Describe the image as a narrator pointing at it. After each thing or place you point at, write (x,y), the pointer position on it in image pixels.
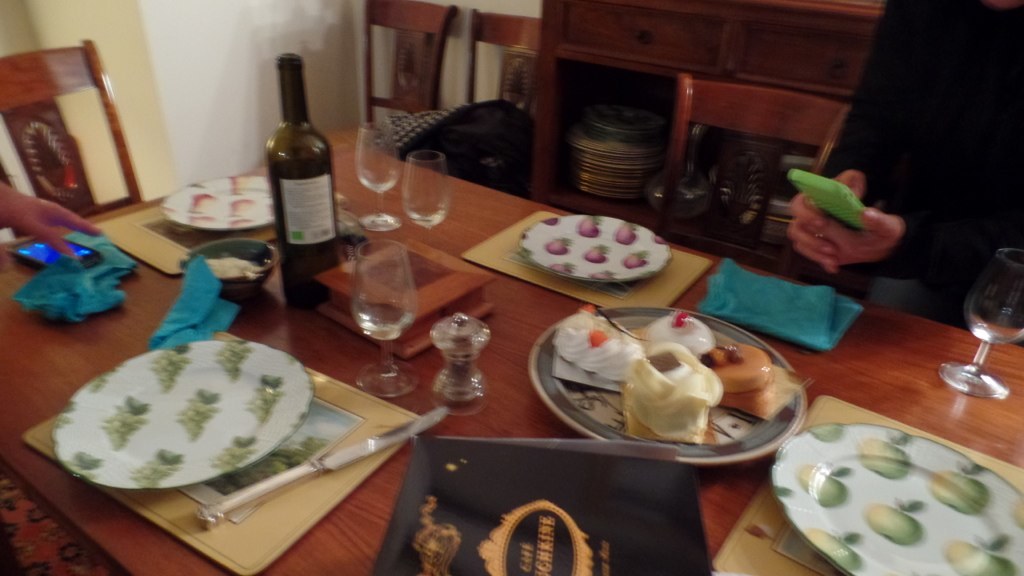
On the dining table (298,335) we can see a wine bottle (293,238), glasses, plates (218,453) on the mats (247,475), bag (398,552), cakes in a plate (575,394), napkin (206,278), mobile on a napkin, bowl (254,260), knife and a box (449,288). On the left side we can see a person's hand (14,244) and on the right side (951,236) a person (904,206) is holding mobile (835,214) in the hands (807,213). In the background (625,161) there are chairs (399,92), wall (186,41) and plates (609,130) on the rack (747,81) of a cupboard table (711,62).
